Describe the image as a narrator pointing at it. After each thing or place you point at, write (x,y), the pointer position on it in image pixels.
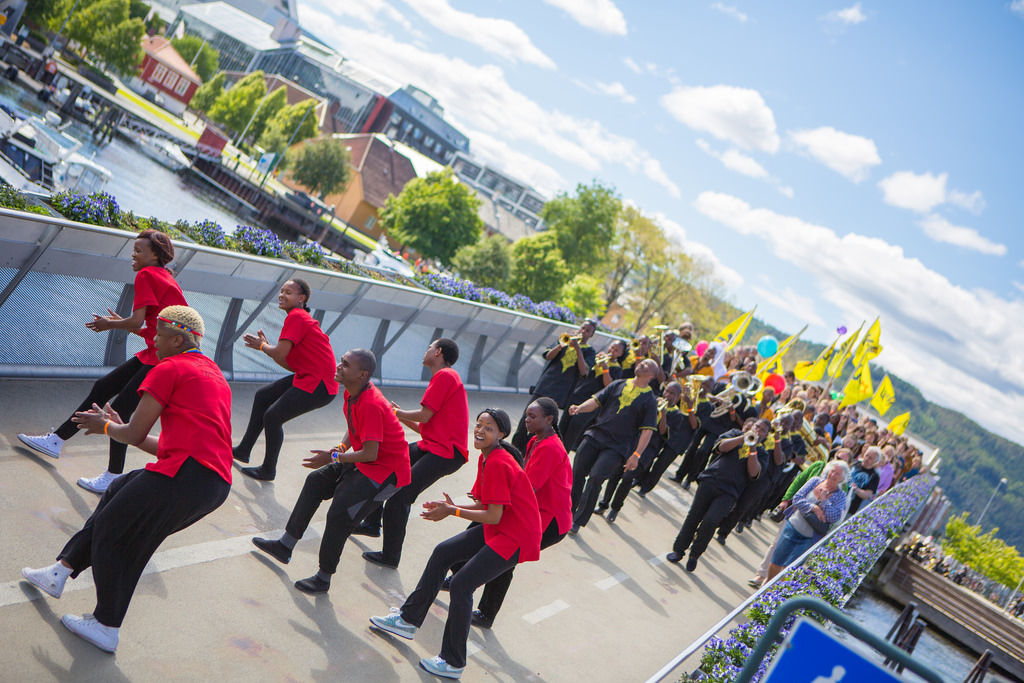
In this image there plants (122,219) with flowers (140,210), there is water (121,171), there are ships (86,165), there are buildings (406,158), there are trees (257,128) on the left corner (235,132). There is water (926,661), there are plants (835,566) with flowers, there is a dock (940,601) on the right corner (952,622). There are people (499,471), they are holding objects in the foreground (561,545). There are buildings (505,205) and trees (545,289) in the background (680,263). And there is sky (721,254) at the top (764,139).
